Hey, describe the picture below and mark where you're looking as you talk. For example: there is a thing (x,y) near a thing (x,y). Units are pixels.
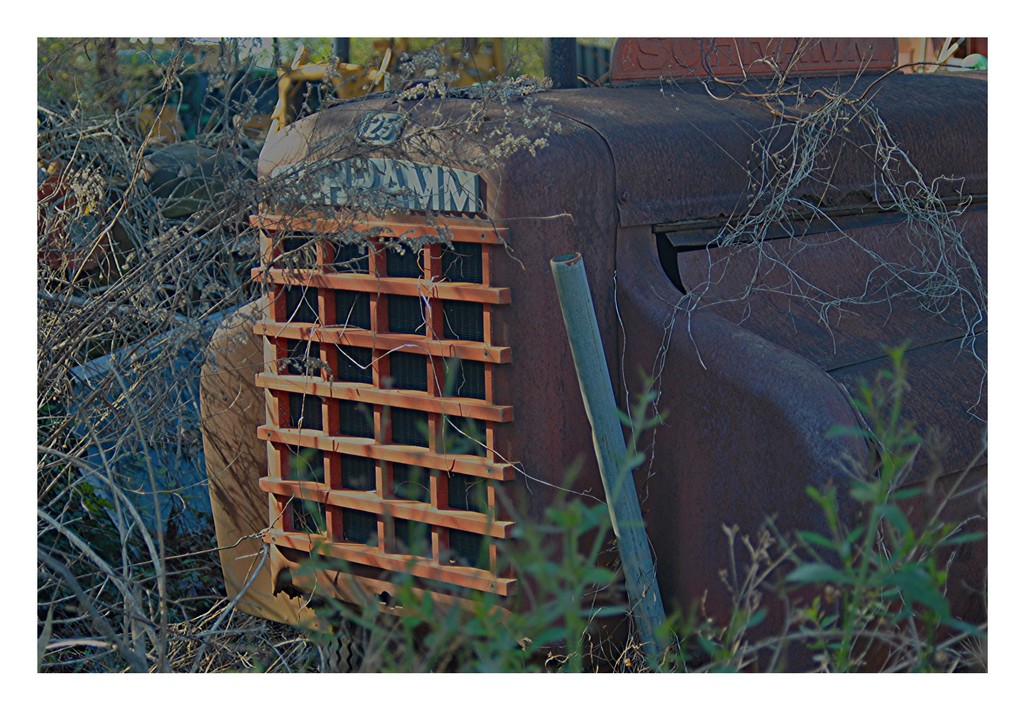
In this picture we can see few plants (243,242) and few metal things (305,326).
